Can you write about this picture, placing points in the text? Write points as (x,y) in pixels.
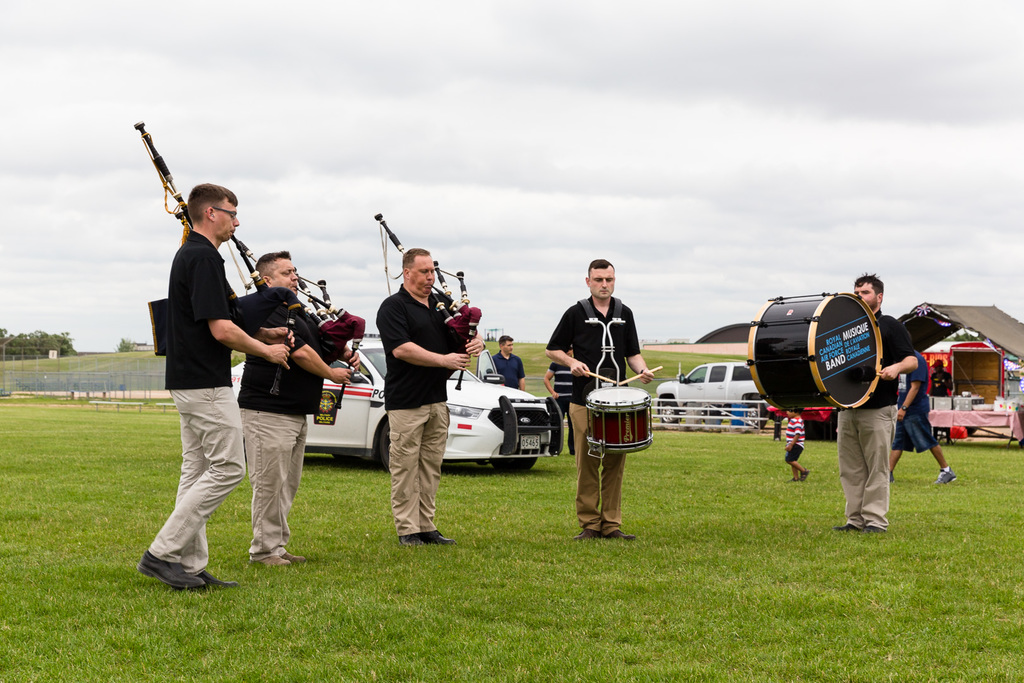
In this Image I see 5 men (388,374) who are holding their musical instruments (167,199) and they're on the grass (785,488). In the background (46,300) I see 2 cars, few people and the sky (708,71) and I can also see trees (65,343) over here.
